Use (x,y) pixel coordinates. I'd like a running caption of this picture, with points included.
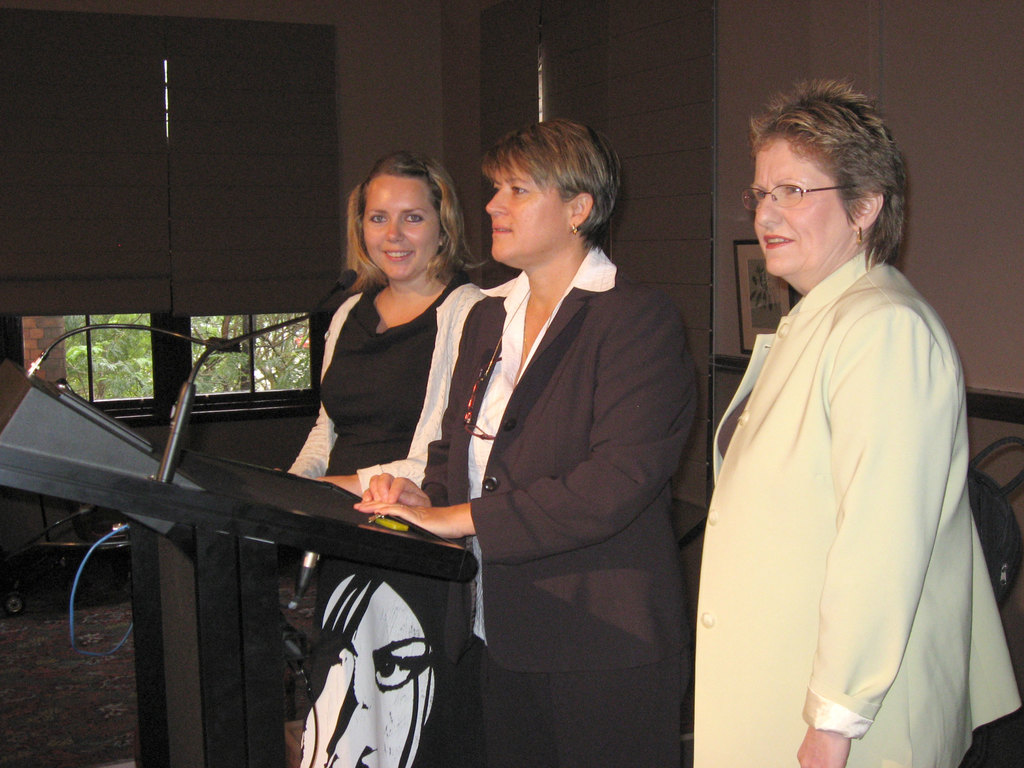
In this picture we can see there are three people (487,424) standing and in front of the people (427,467) there is a podium (223,506) and on the podium (223,506) there are microphones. Behind the people (534,442) there is a wall (851,70) with a photo frame (752,278), a glass window (112,357) and other things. Behind the window (211,375) there are trees (222,365).
